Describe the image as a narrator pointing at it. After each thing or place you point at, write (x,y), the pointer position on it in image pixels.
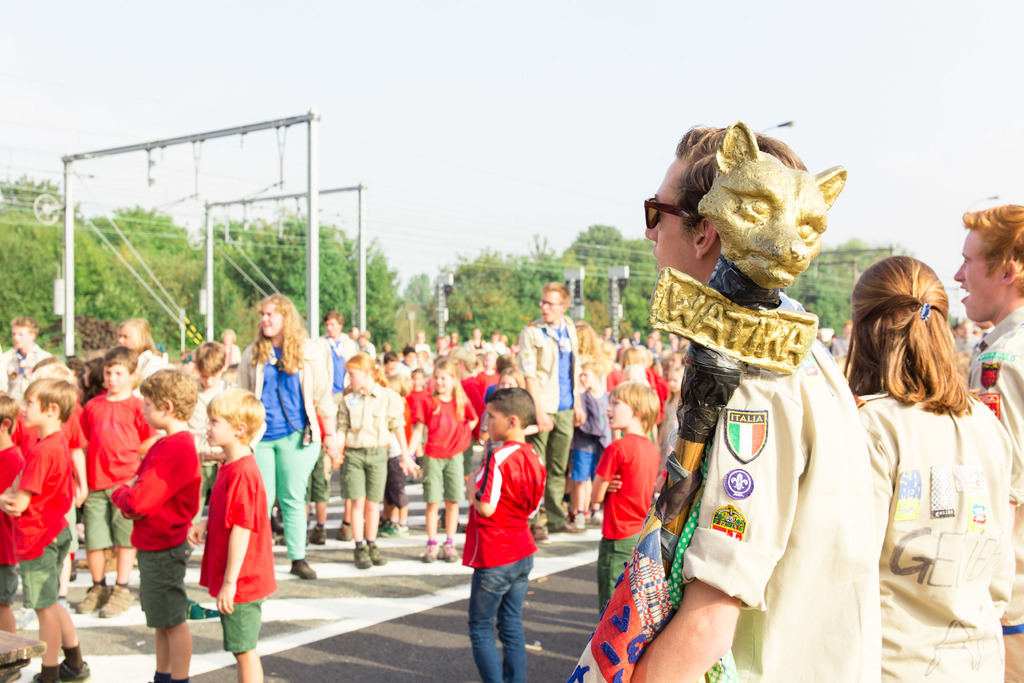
This picture describes about group of people (373,432), they are all standing, and few people (177,455) wore red color t-shirts (258,471), in the background (45,261) we can see few poles (316,198), cables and trees (220,269).
